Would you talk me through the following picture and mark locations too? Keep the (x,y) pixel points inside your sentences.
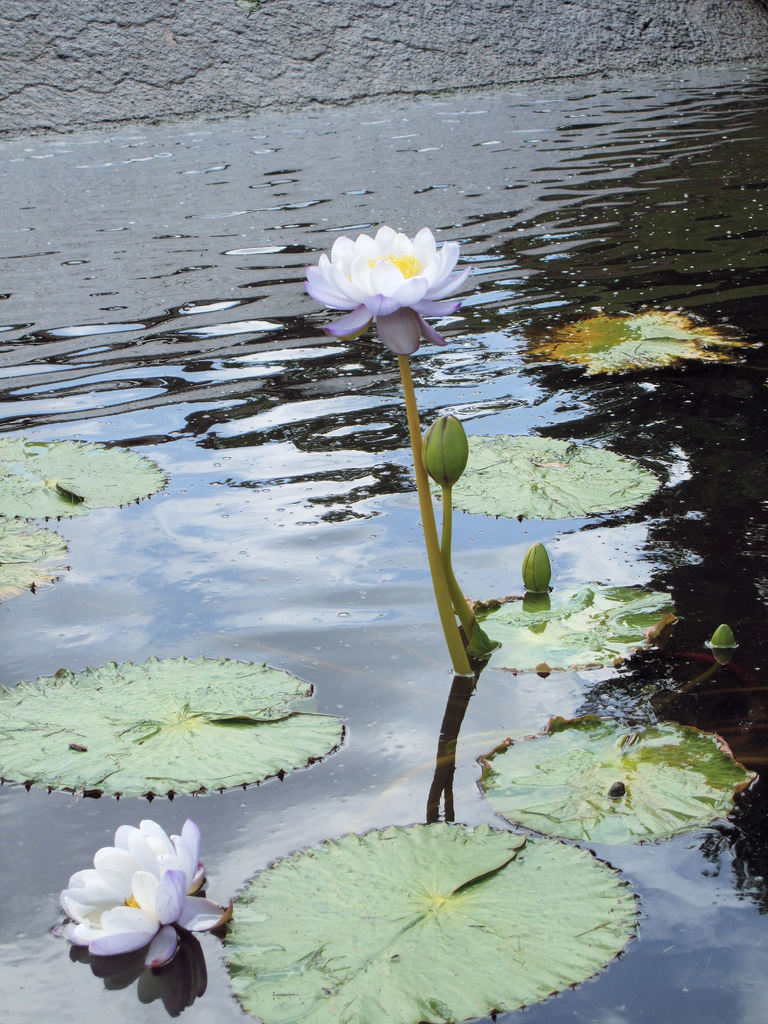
In the picture I can see flowers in the water (344,620) and leaves (351,933) floating on the water (391,811). These flowers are white in color.
